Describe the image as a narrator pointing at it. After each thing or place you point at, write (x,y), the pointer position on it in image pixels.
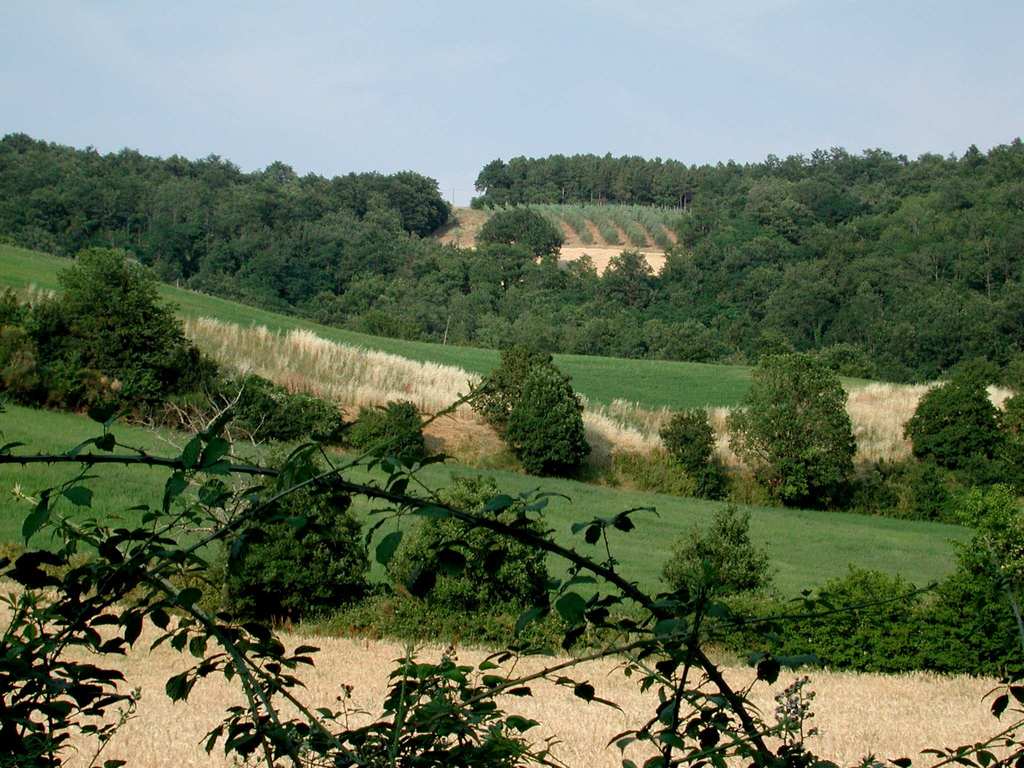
In this image we can see many trees (467,290). Image also consists of the grass (676,378). At the top (446,83) there is sky (626,58).
